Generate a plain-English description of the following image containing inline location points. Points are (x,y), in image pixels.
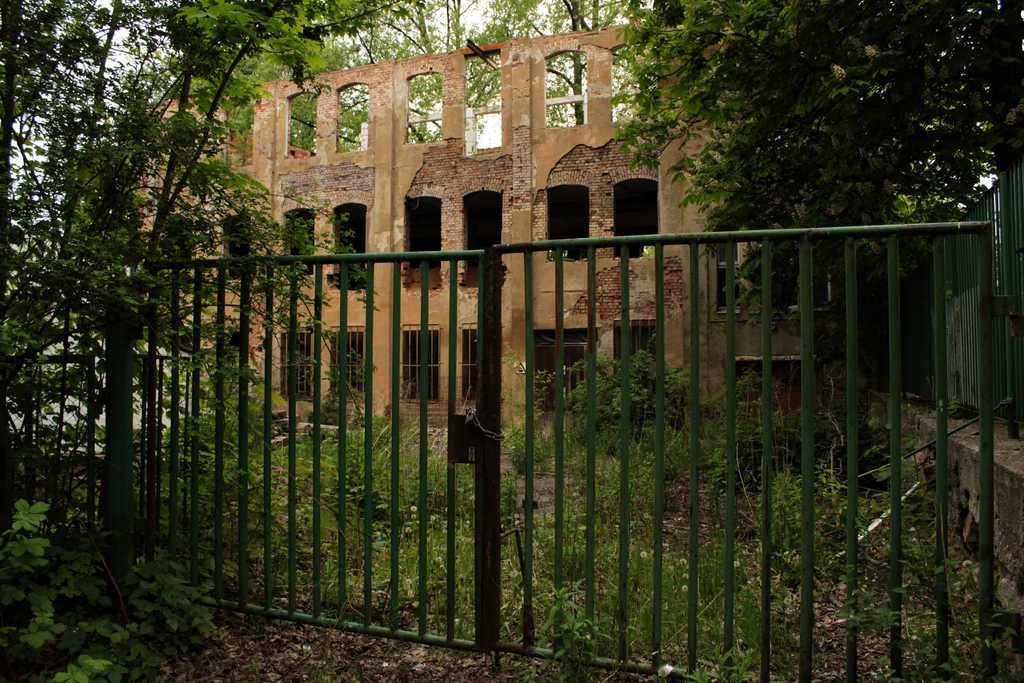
In this image at front (340,396) there is a gate (368,302) and at the back side (355,373) there are trees (481,77) and buildings (533,83).
